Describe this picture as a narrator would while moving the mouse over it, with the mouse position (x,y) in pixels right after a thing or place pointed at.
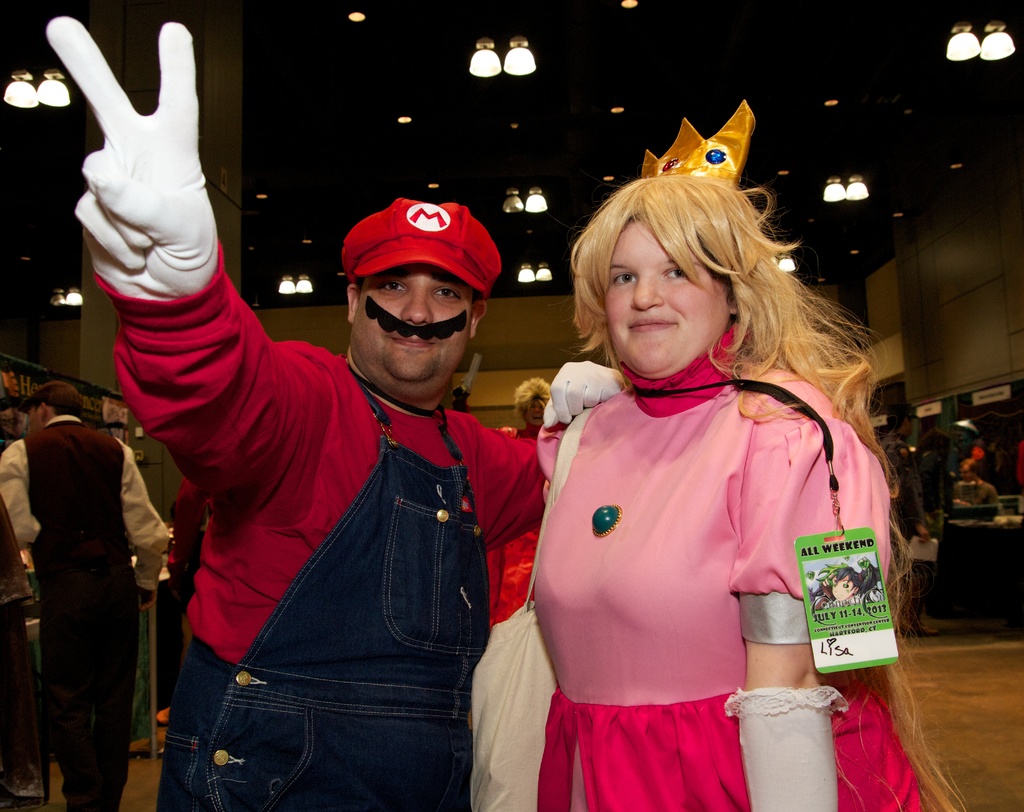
On the left side (307,569), there is a person (311,427) in red color t-shirt (272,404), wearing white color glove (167,178) and showing a symbol (146,199). Beside him, there is a woman (638,434), wearing a badge (854,656), smiling and standing. In the background (147,514), there are other persons (148,534) and there are lights (62,88) attached to the roof (503,125).
